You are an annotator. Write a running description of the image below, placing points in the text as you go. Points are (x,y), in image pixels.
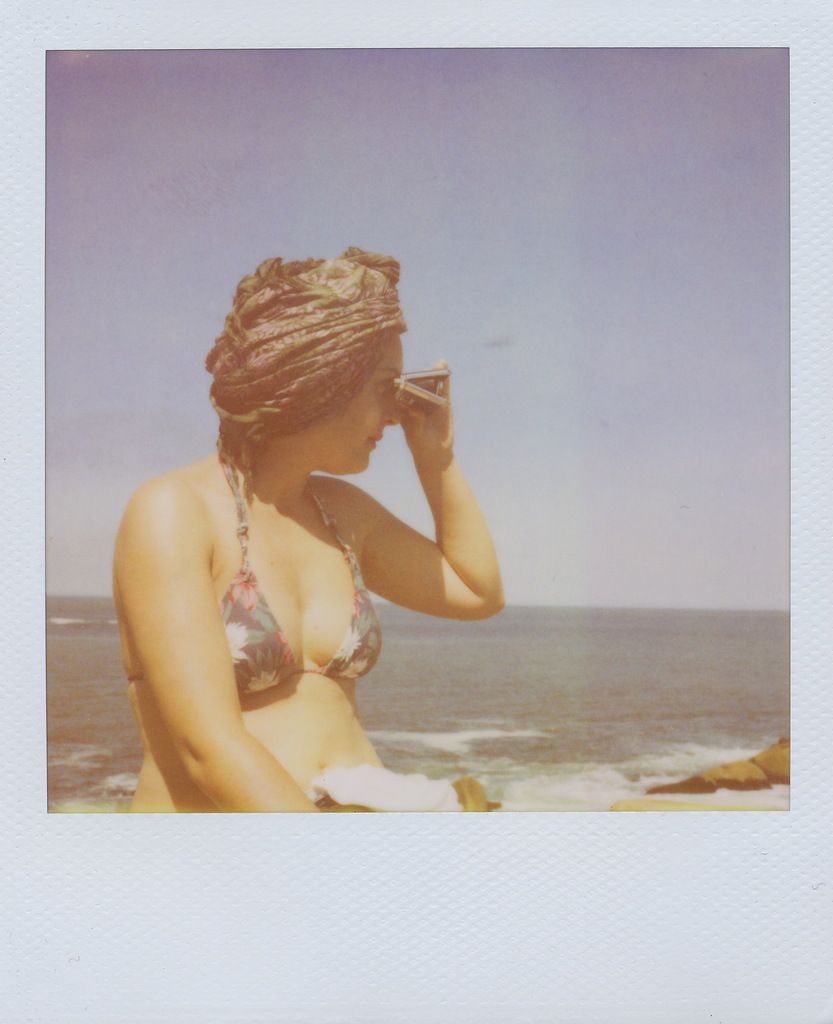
This picture is an edited picture. In this image there is a woman (386,809) sitting and holding the object (449,392). At the back (462,654) there is sea (408,654). At the top (381,248) there is sky (519,237).
